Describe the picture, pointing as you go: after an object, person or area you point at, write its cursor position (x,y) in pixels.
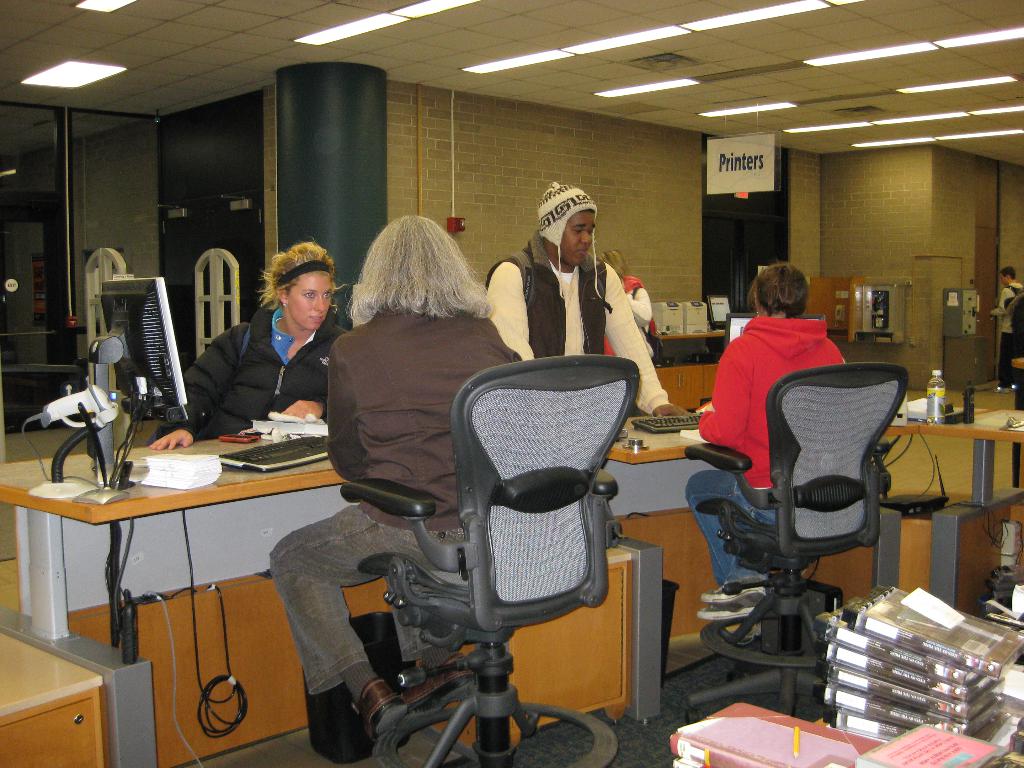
In the background (617,205) we can see a wall (955,221), doors (980,252). This is a ceiling (439,35) and light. Here we can see board (712,181) with printers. Here we can see persons (277,262) sitting on chairs (481,424) in front of a table (291,478) and on the table (321,463) we can see paper stapler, monitor (116,320) and keyboard (288,455). We can see one person (600,268) standing. He is wearing a woolen cap (562,199). Here we can see books (833,747) and boxes (913,662). This is a floor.
